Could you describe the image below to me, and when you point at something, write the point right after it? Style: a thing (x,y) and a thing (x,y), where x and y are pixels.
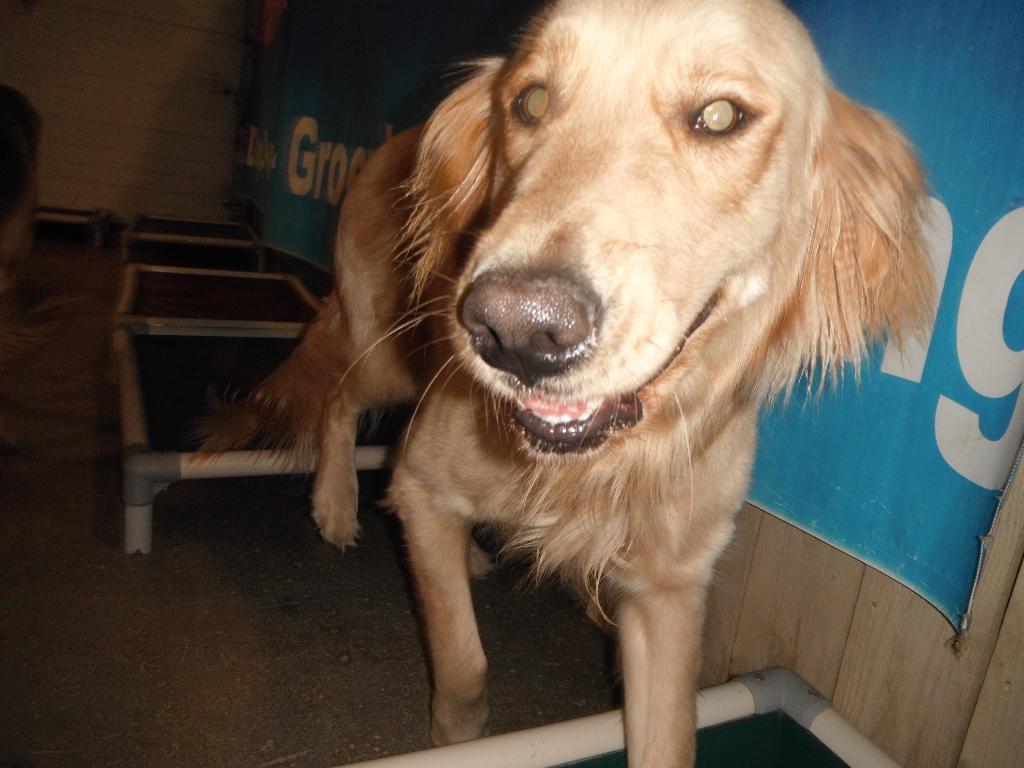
In this picture, we can see a dog (520,424), and we can see the ground (245,557) with objects (153,294) on it, we can see the wall (148,1), poster (898,428) with some text (881,367) on it.
